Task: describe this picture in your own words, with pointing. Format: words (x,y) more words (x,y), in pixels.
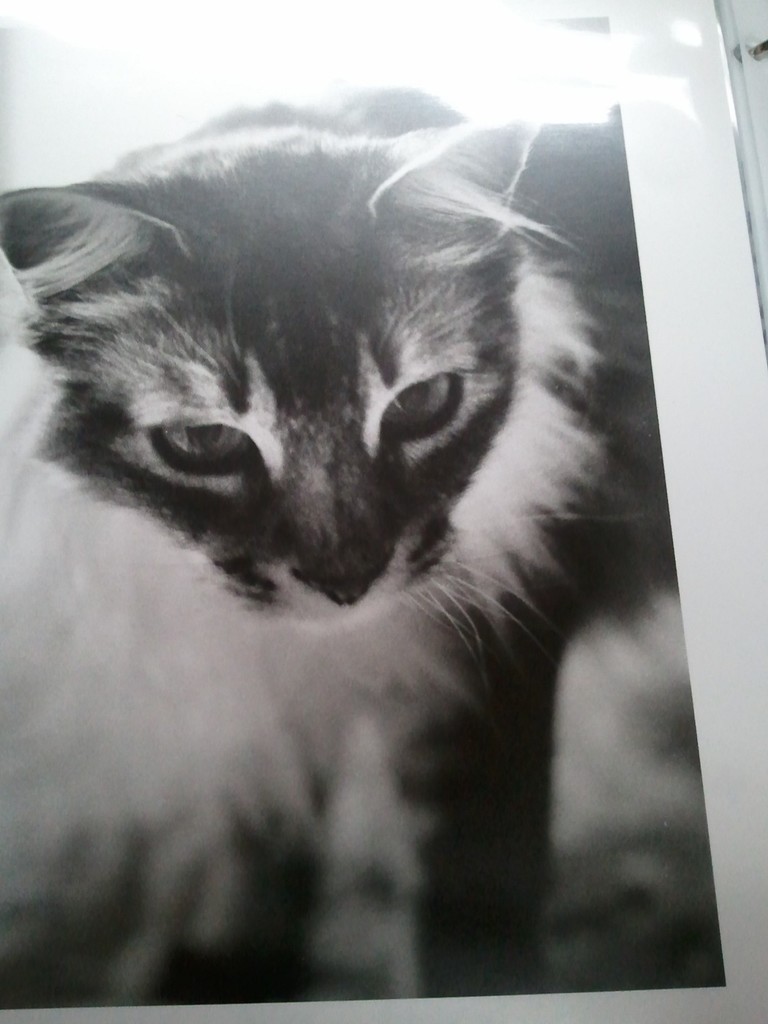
This is a black and white image. In this image there is a paper (593,361). On that there is a cat (406,621).
